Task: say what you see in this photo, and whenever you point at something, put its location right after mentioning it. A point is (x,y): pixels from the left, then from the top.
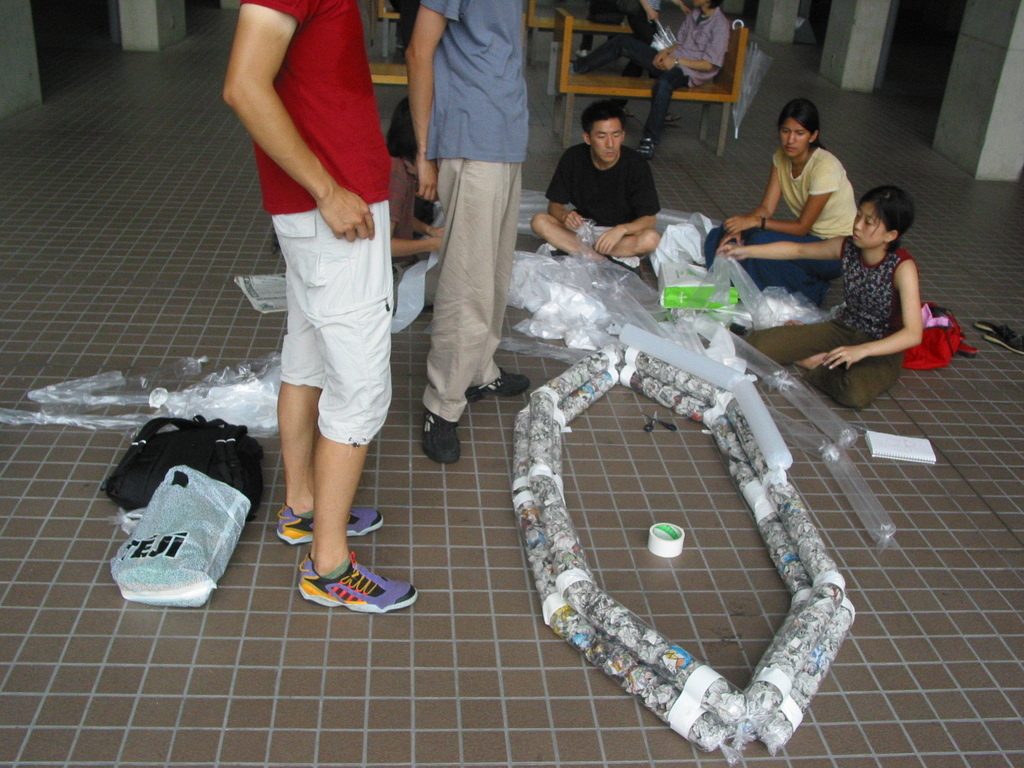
In this image we can see there are some people (446,202) sitting and standing, in front of them there are some objects (620,294) placed on the floor (797,742), behind them there is another person (613,48) sitting on the bench (616,80). On the right (968,85) and left side of the image (133,9) there are pillars (2,74) of the building (149,11).
